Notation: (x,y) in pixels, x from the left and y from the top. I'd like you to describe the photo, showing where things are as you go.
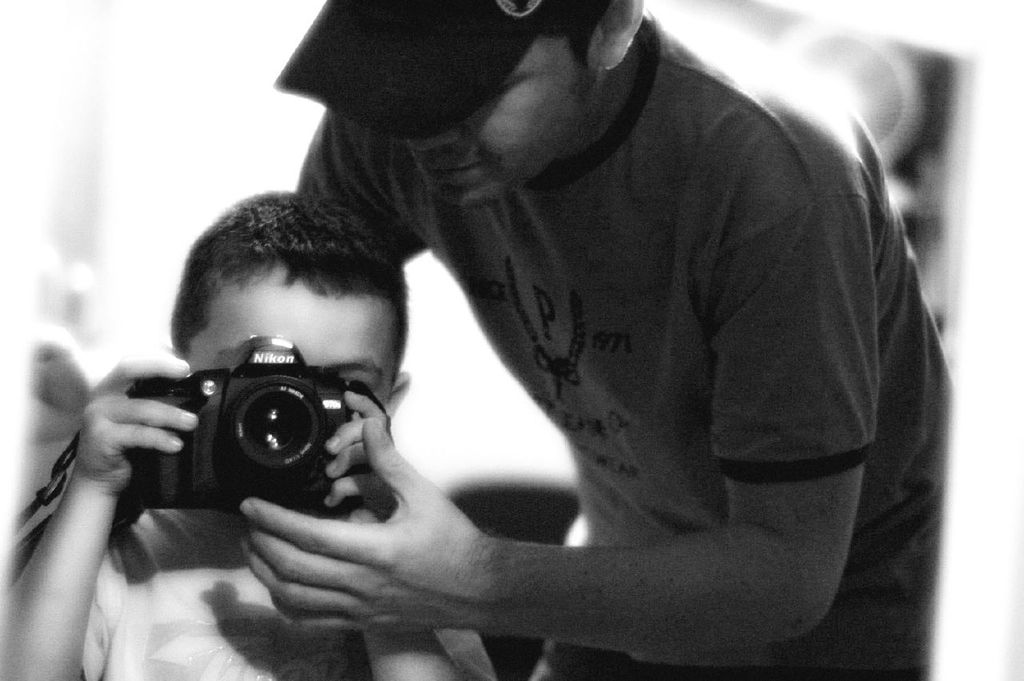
In this image I can see a boy (208,355) is holding a camera (282,371), here I can see a person (720,447) is standing.
